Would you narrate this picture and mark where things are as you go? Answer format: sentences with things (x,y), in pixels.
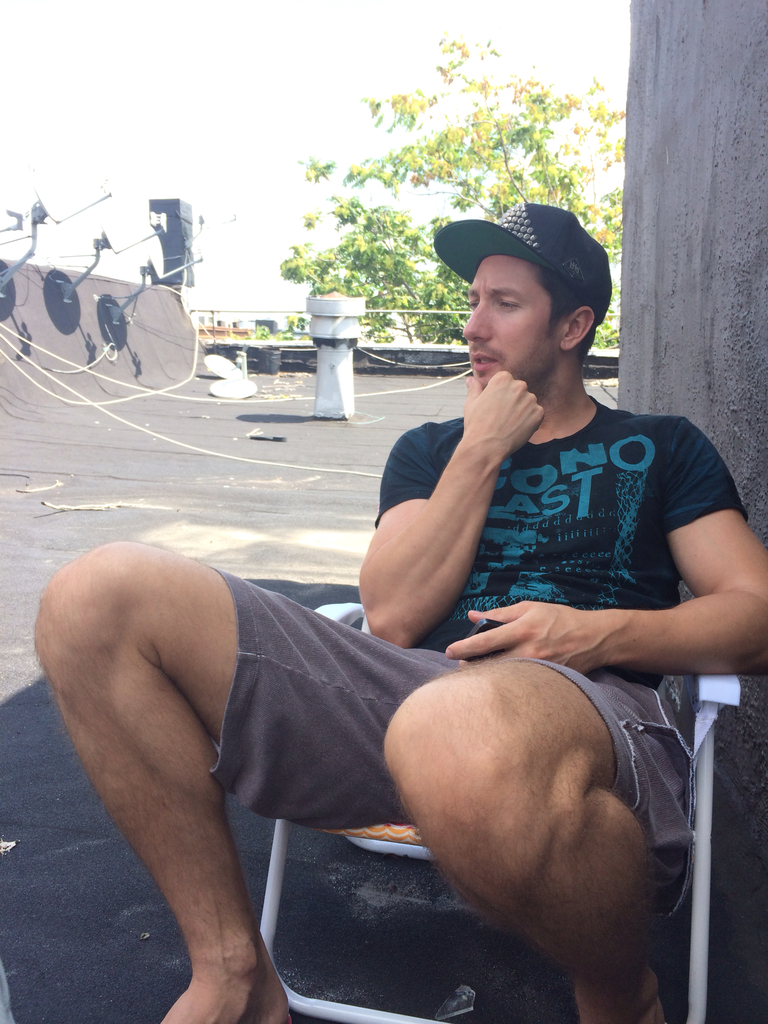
In this image we can see a person (653,720) sitting on a chair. Behind the person (588,490) we can see a wall (626,287) and a tree (600,229). On the left side (249,393), we can see few objects (168,247). At the top (237,126) we can see the sky (237,126).
